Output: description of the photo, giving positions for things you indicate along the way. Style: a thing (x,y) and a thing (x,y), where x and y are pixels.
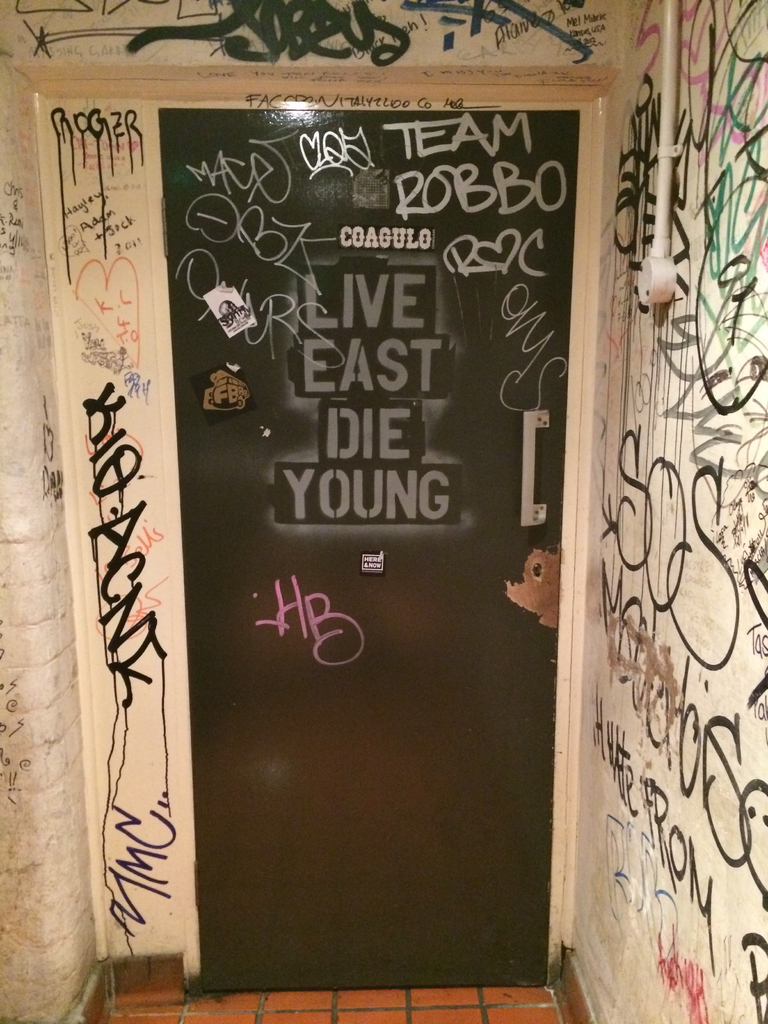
In this image there is a door (369,624) as we can see in middle of this image (383,591) and there is some text (395,489) written on it, and there is a wall (610,510) at left side of this image (48,483) and right side of this image (659,733) as well.
